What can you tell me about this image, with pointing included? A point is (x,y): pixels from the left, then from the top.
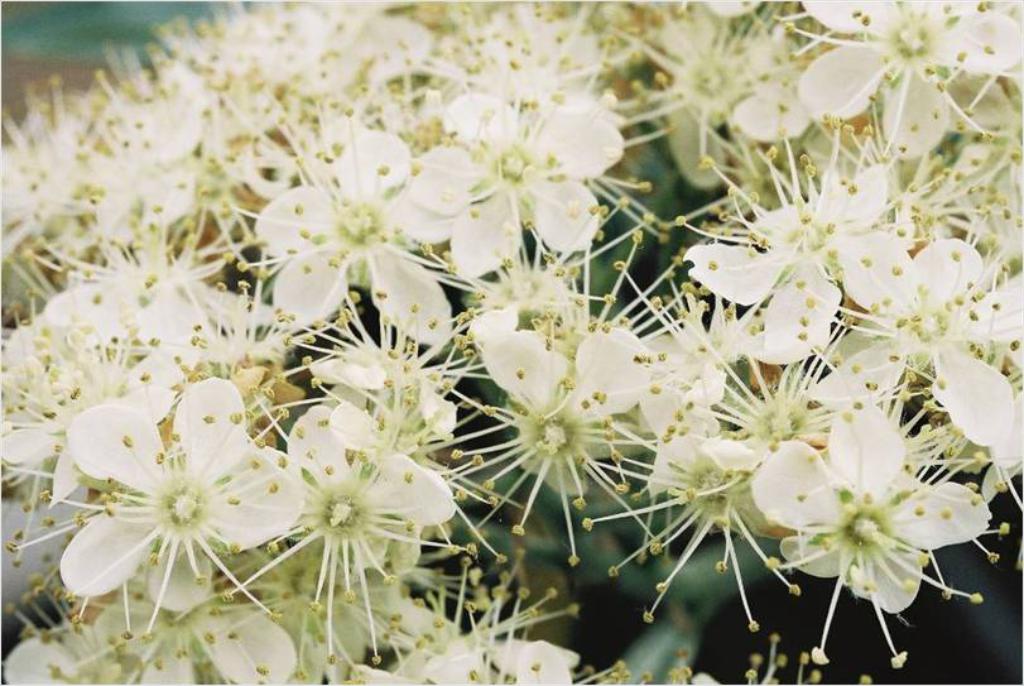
There are white color flowers (387,424) in the image.
